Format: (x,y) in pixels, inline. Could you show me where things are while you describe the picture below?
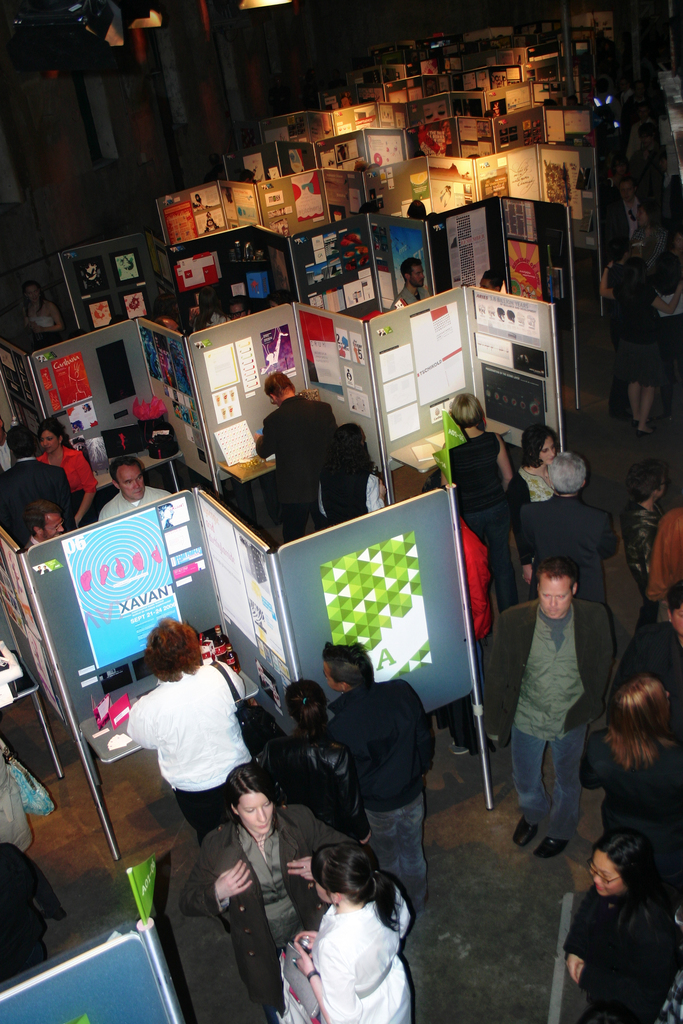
In this picture we can see a group of people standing on the ground (67,888) and in front of them we can see posters (454,386) and in the background (46,211) it is dark.
